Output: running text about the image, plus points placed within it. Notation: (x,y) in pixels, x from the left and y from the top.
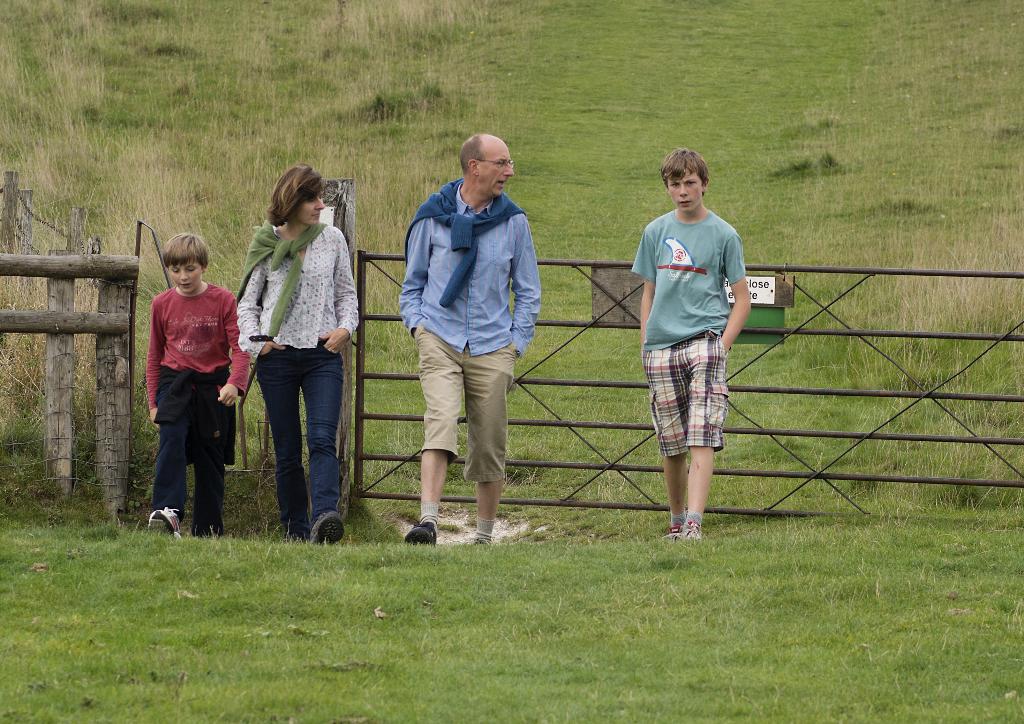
In this image there is a man (465,375), woman (312,304) and two boys (665,418) standing on a field (587,690), behind them there is fencing (57,309), in the background (905,322) there is a field (648,105).
